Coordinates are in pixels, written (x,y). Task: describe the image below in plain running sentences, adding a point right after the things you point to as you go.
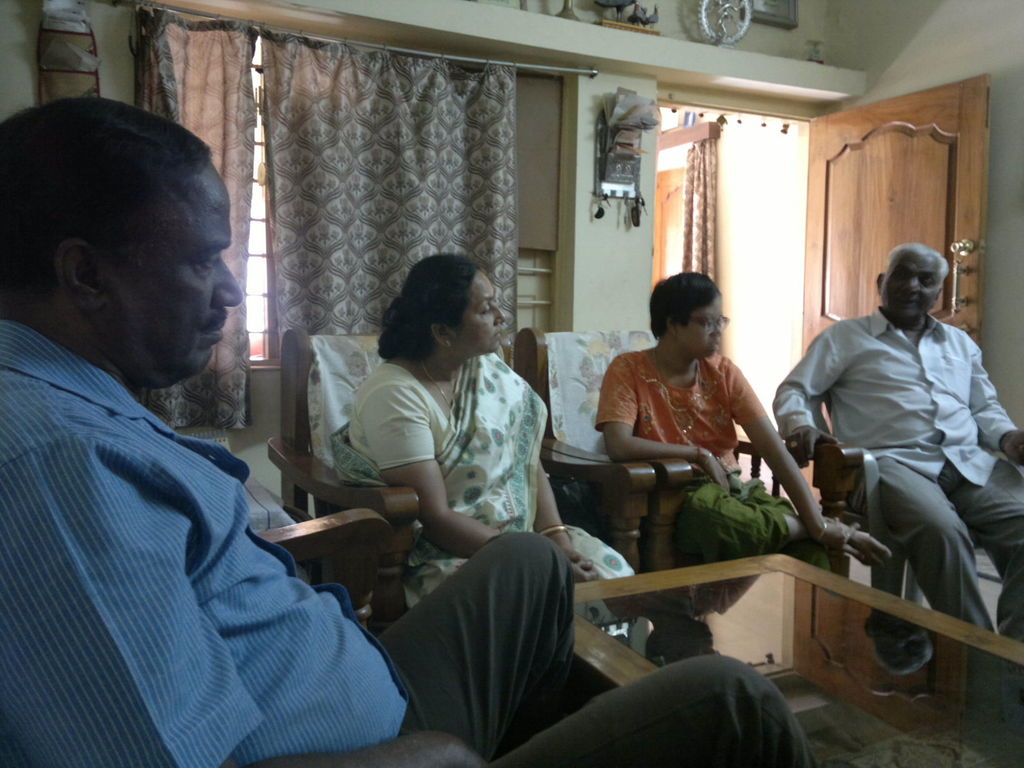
In this image I can see four persons (148,605) are sitting on chairs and in the front of them I can see a table (944,649). In the background (377,270) I can see few curtains (485,229), two doors (663,217) and few things (52,31) on the wall (640,87). I can also see few stuffs (739,1) on the rack (616,48).
